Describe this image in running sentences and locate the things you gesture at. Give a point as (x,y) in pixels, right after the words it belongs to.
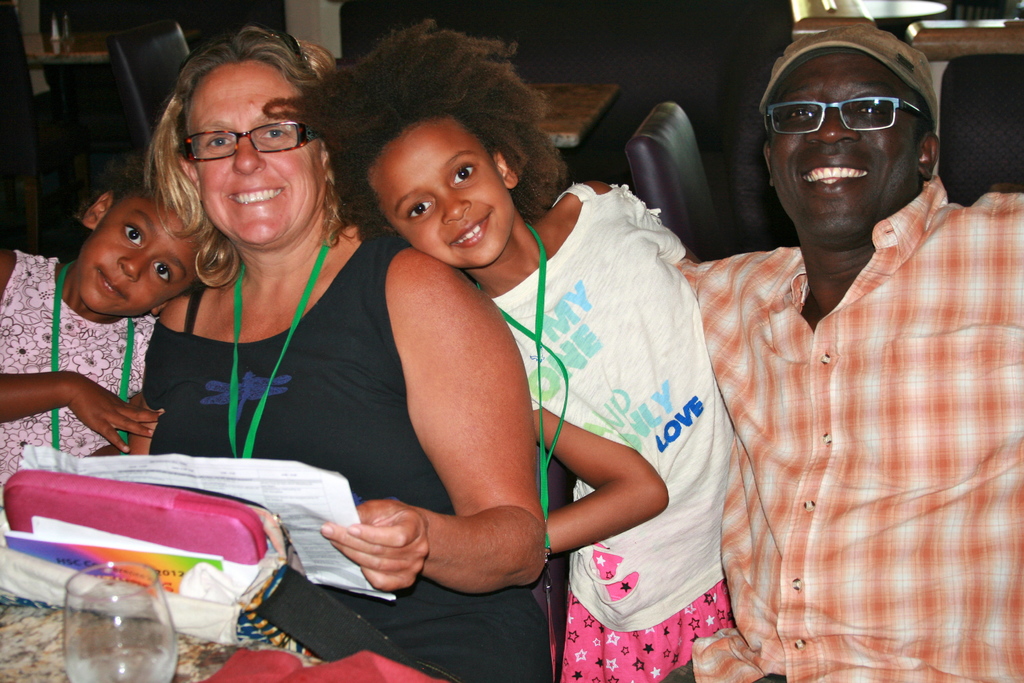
In this image a woman (315,441) wearing a black top (407,443) is sitting before a table (112,632) having a glass (144,613) on it. There is a bag (381,642) on her lap (372,617). She is holding a paper (316,520) in her hand (351,531). Left side (14,414) there is a kid (119,326). Right side (935,576) there is a person (875,257) wearing spectacles (812,107) and cap (804,65). Beside him there is a girl (645,366) standing. Behind them there are few chairs (653,164) and tables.
